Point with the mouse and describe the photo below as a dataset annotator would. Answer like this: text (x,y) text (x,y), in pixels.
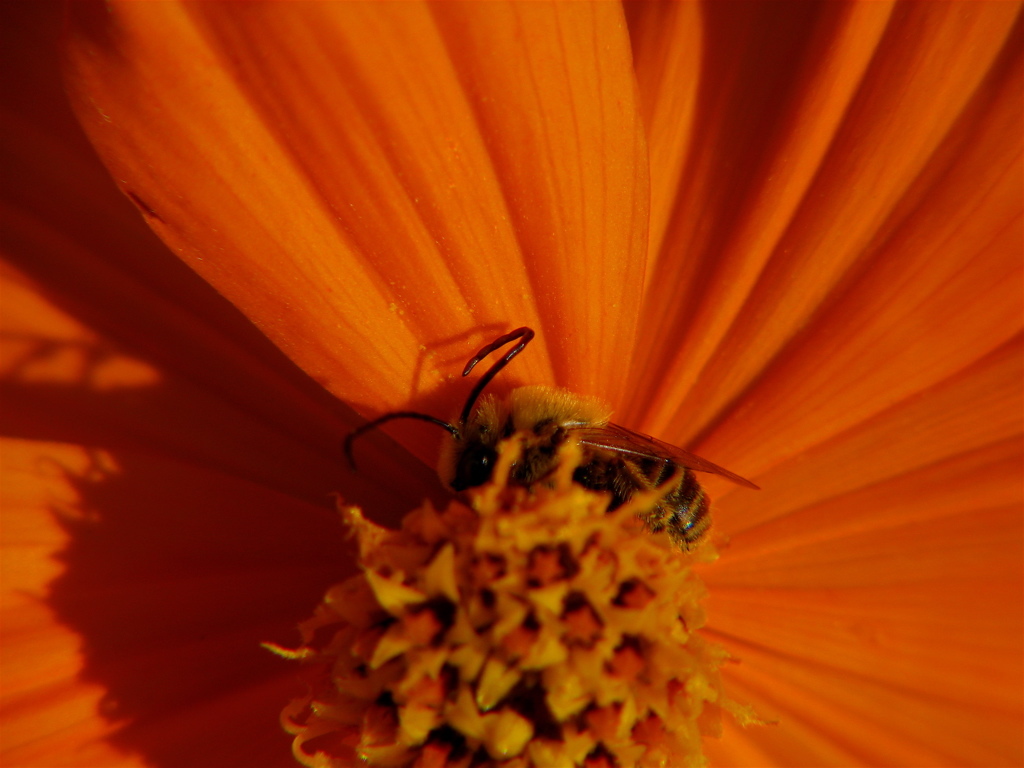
It is a zoomed in picture of a flower (631,579). We can also see the insect (552,453).
